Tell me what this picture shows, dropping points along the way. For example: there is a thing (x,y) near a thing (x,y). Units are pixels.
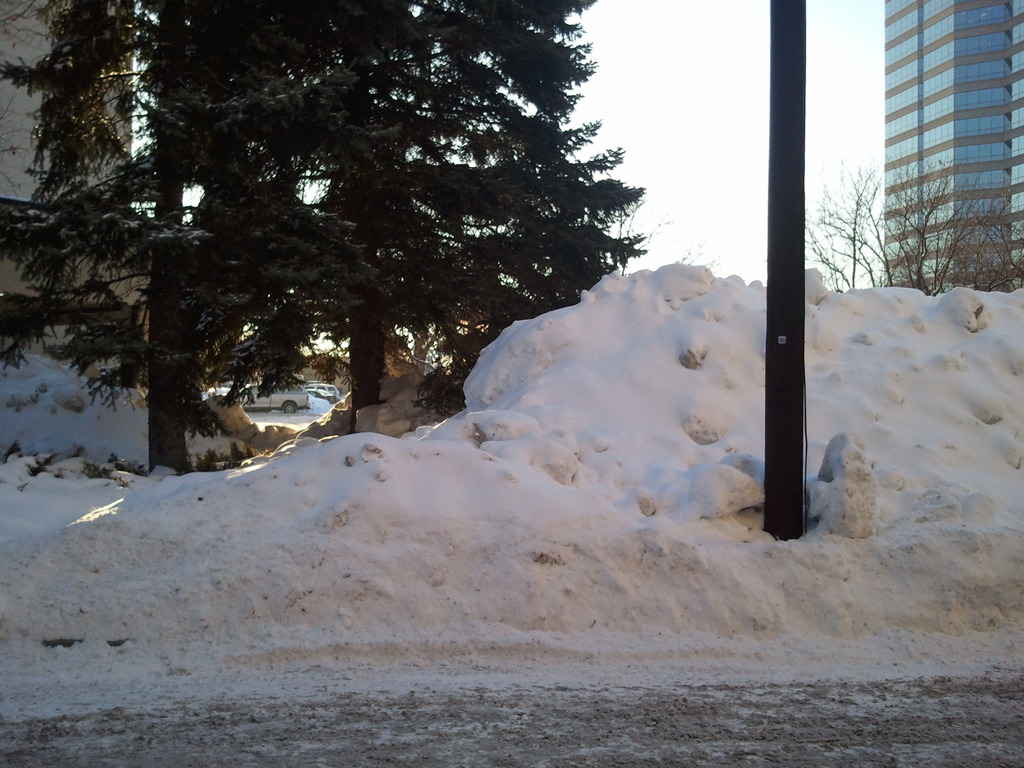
In this picture I can observe snow (370,484) on the land (593,431). On the right side (771,383) there is a pole (786,247). I can observe trees (178,136) on the left side (247,178). There is a building (912,68) on the right side (921,127). In the background (623,123) there is sky (665,108).
